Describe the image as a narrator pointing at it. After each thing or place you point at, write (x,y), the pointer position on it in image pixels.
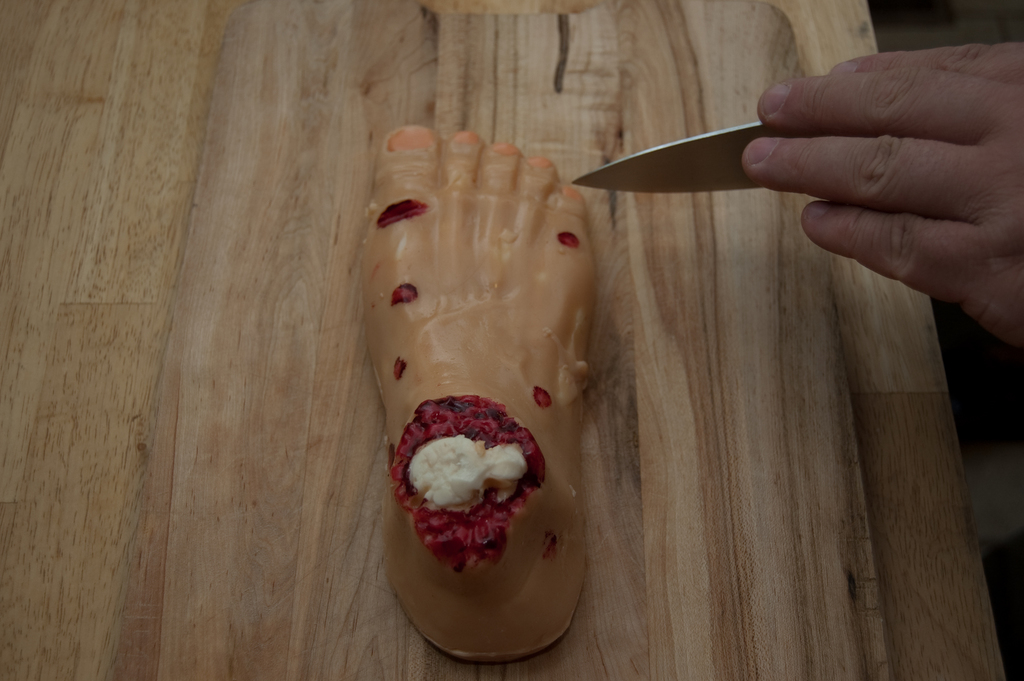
In this image we can see a leg type structure cake (504,409) and right side of the image (940,163) one person (908,158) is holding knife (731,169).
